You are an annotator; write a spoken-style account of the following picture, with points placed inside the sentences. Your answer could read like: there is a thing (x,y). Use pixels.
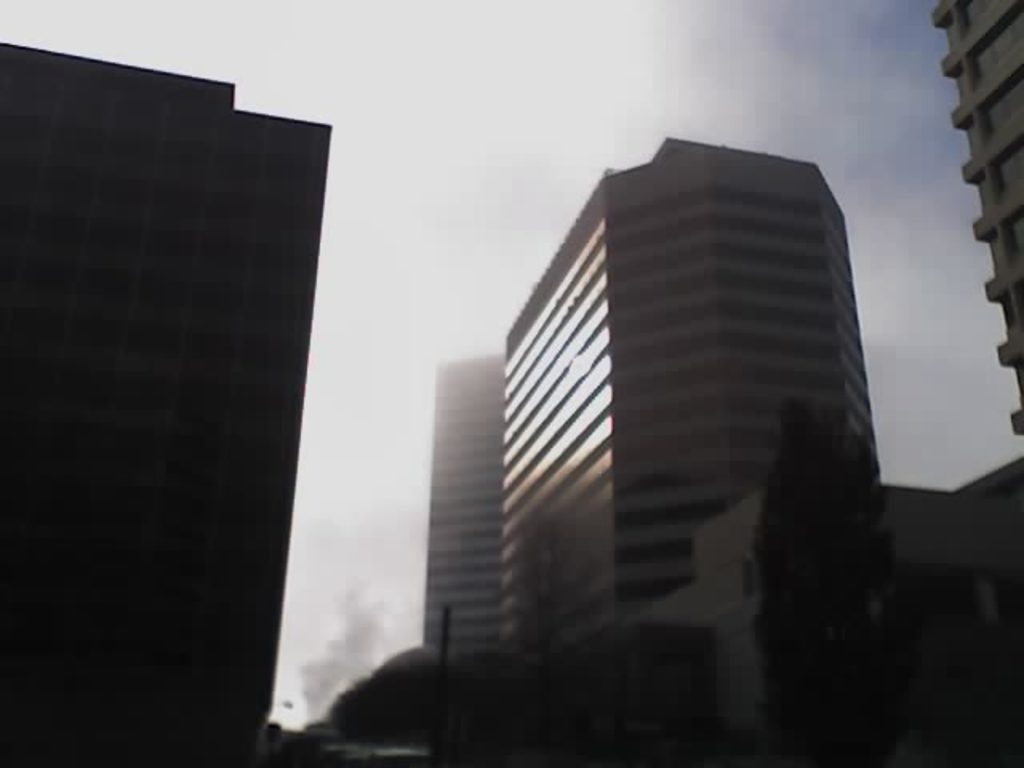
In the center of the image (546,386) there are buildings (728,614) and trees (405,686). In the background (514,122) there is sky (440,50).
